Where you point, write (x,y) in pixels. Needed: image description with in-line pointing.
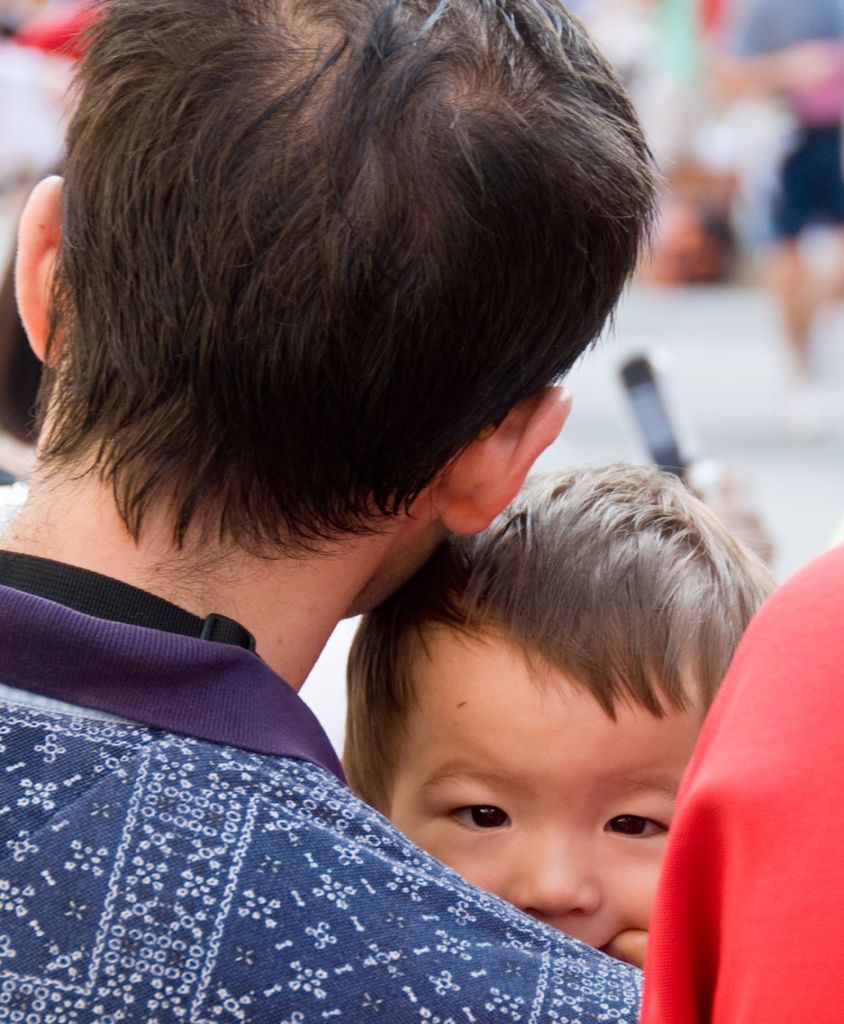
The picture is taken outside a city. In the foreground of the picture (315,622) there is a person (568,996) and a baby (537,692). On the right (769,818) there is a red color cloth (753,727). The background (757,236) is blurred. In the background (756,219) there are people (770,48).
